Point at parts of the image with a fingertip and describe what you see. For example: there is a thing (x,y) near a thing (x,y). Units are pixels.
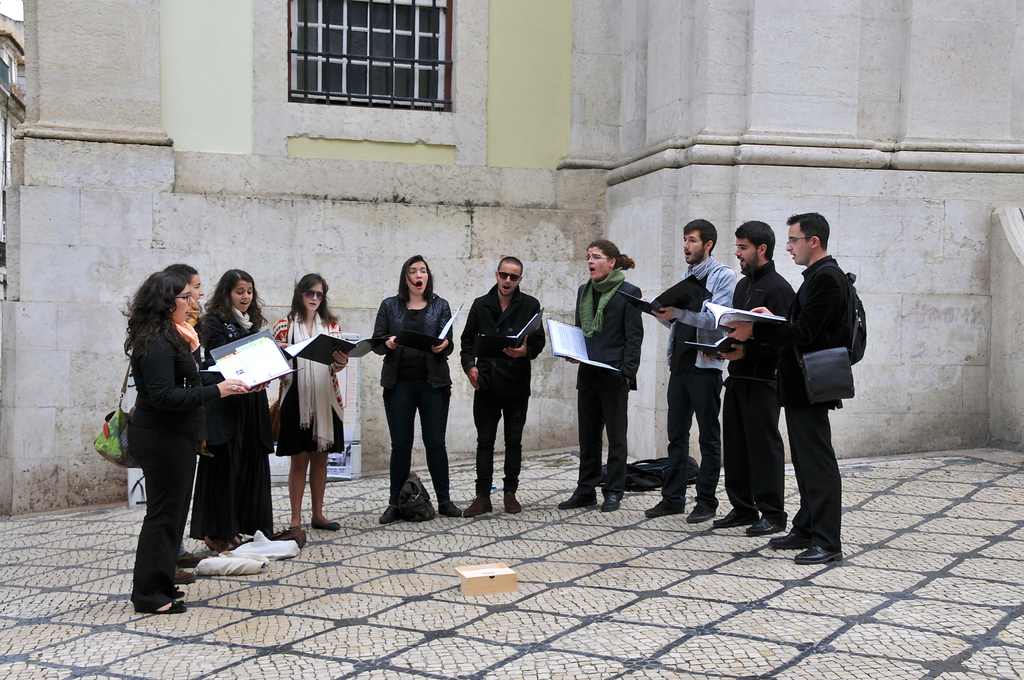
There are some people (241,285) standing and singing. And they are holding book (400,339). Some are holding bag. On the ground (331,506) there are bags (628,481). In the background (313,166) there is a building (488,121) with window (431,78).
